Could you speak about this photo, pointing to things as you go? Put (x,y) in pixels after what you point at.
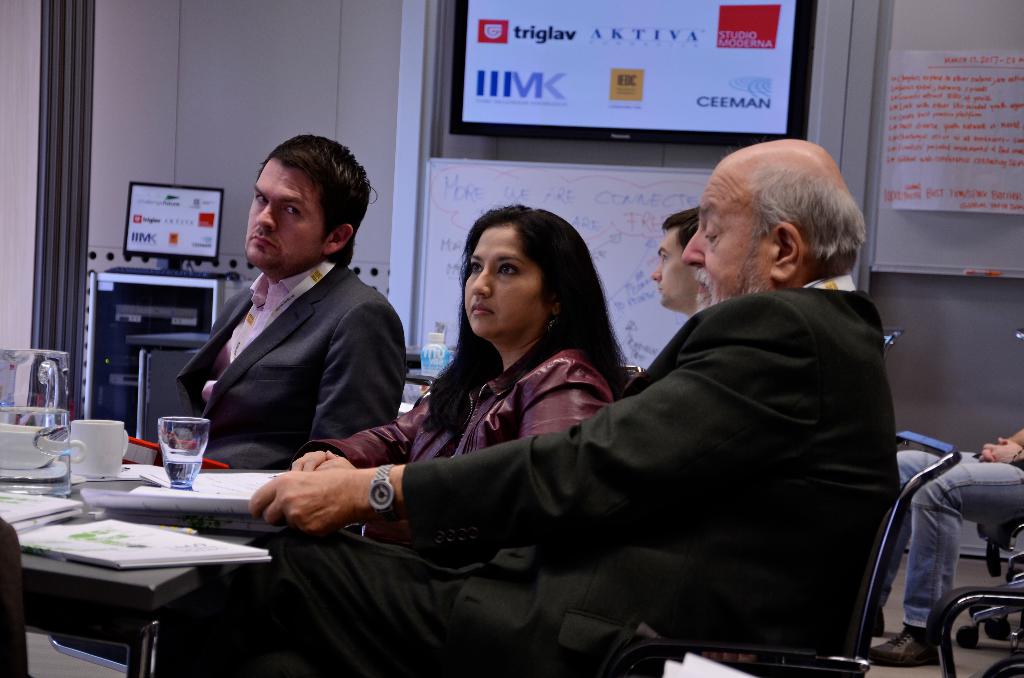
In this image we can see a four person (599,523) sitting on the chair (868,577). On the table (120,575) there is a cup (95,431), book (120,542). At the back side (709,92) we can see a screen (509,107) and a system (174,243).
